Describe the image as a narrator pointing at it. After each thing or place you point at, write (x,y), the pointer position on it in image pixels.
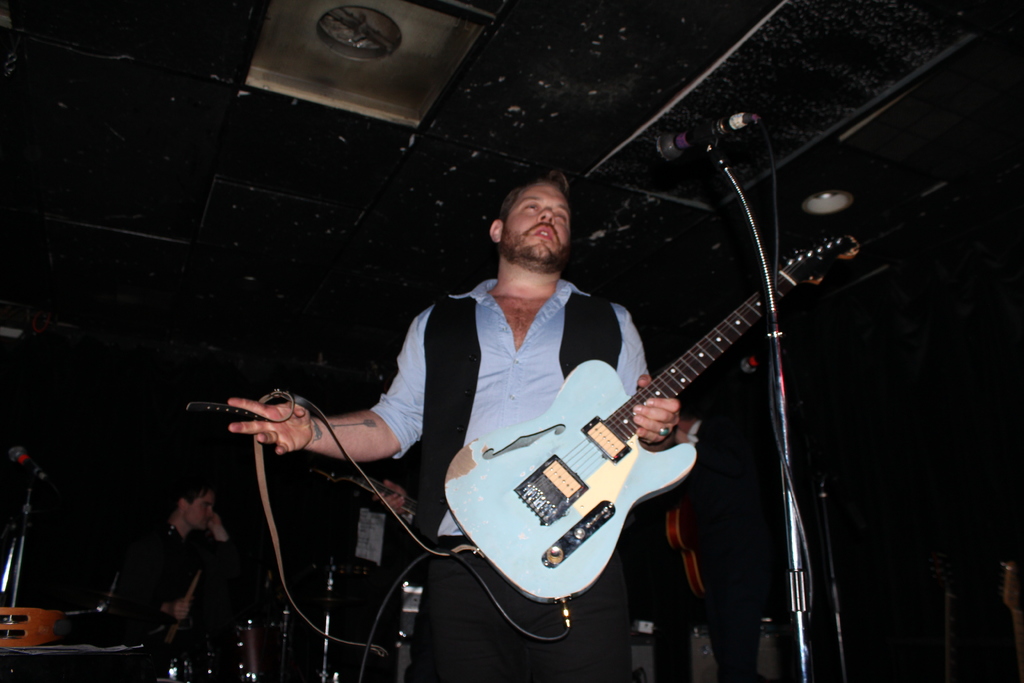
In the image there is a man (487,347) holding a guitar (610,366) and standing in front of a microphone (695,130). In background (208,511) there is another man (167,583) holding something and standing in front of musical instruments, on top (547,72) there is a roof (402,122) with few lights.
